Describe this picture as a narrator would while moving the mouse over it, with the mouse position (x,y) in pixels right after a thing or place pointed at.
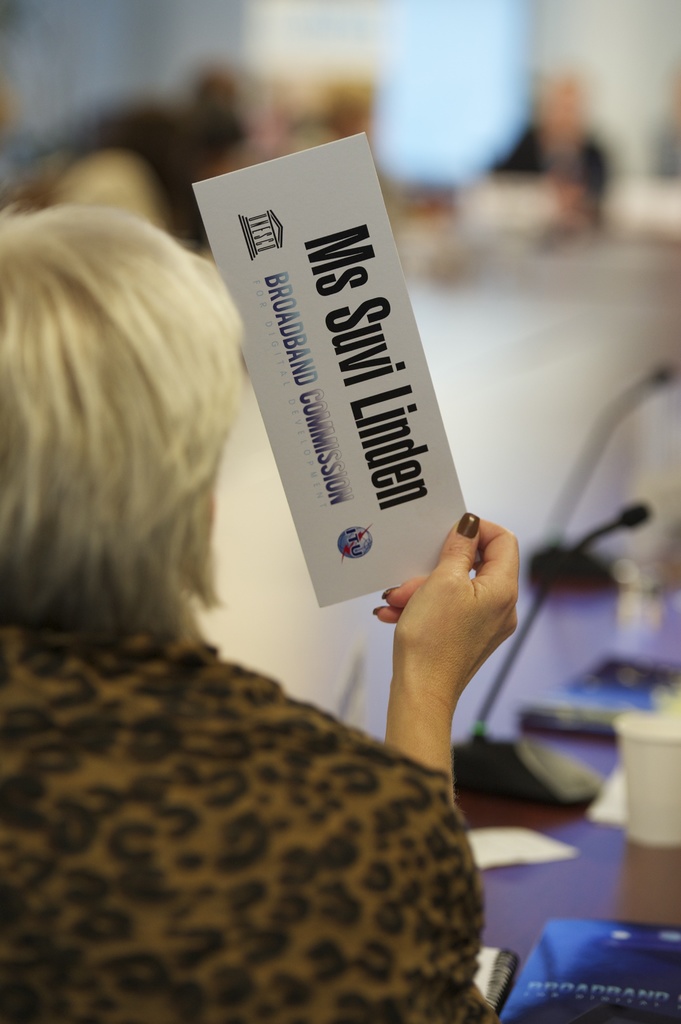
In this image we can see a woman (507,549) holding the text card (402,397). The background (271,124) is blurred with the people (271,136). We can also see the mics (596,563), book (595,720) and the papers (611,792) and also a cup (650,788) on the table (631,902).
